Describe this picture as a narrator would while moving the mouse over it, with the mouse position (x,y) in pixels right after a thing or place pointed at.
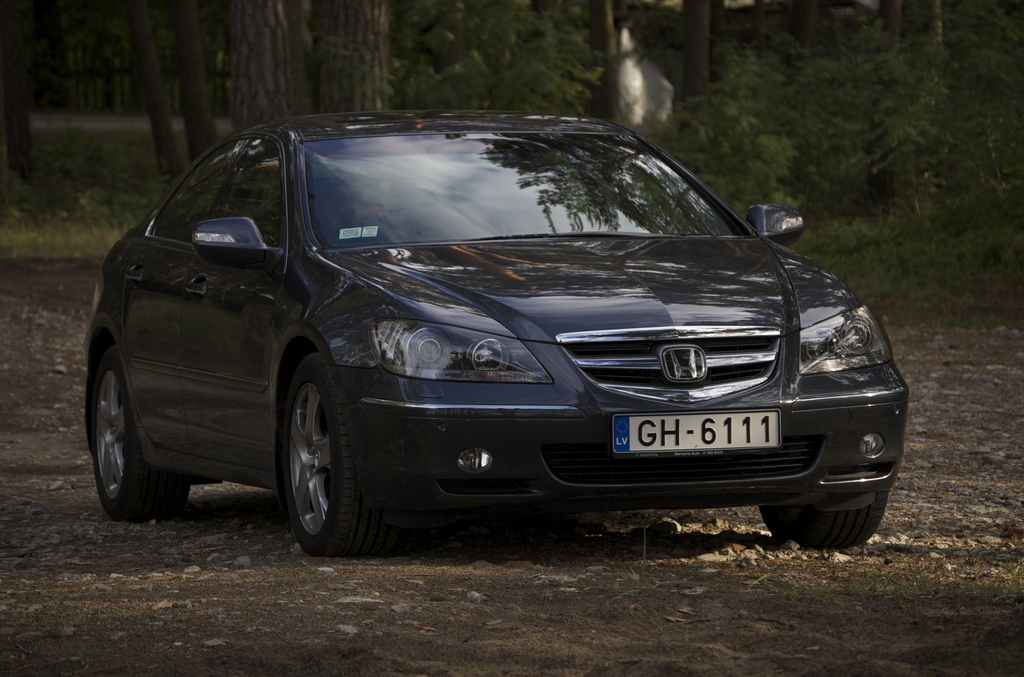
In this image I can see the car (236,252) which is in black color. It is on the ground (426,611). I can see the number plate (656,449) to the car (605,430). In the background (379,24) there are many trees (525,88).
